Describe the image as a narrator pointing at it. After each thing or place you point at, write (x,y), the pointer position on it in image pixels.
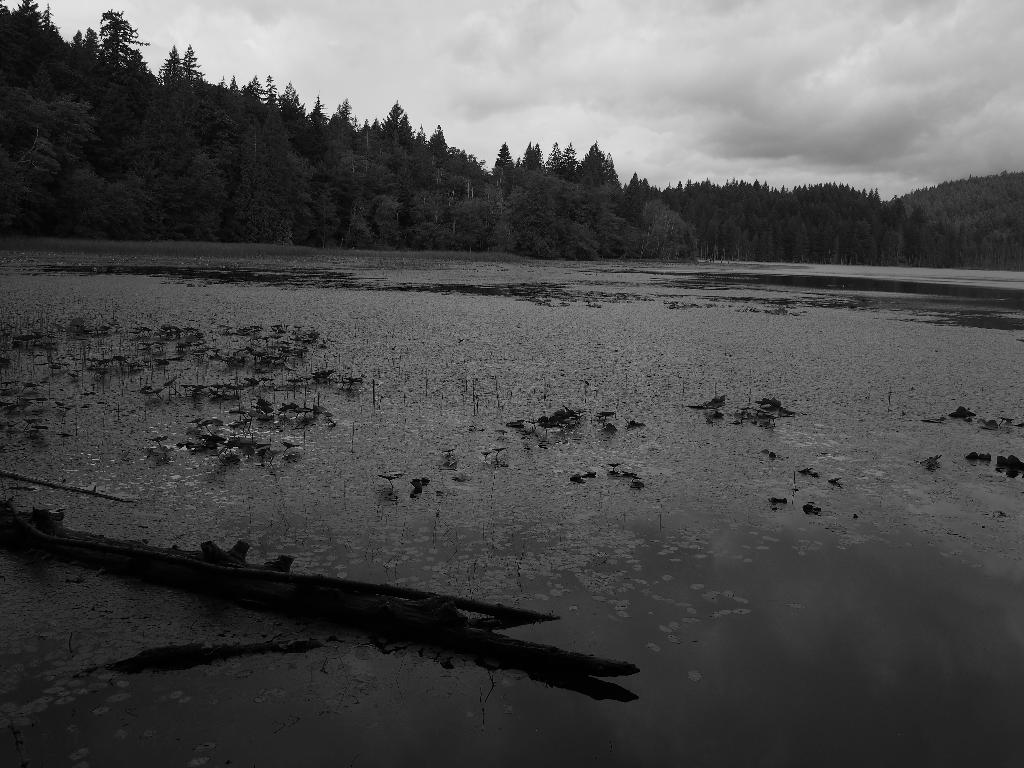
In this picture I can see water (501,458) on the surface (556,544). I can see trees (514,222) in the background (587,236). I can see clouds (583,128) in the sky (660,54).
